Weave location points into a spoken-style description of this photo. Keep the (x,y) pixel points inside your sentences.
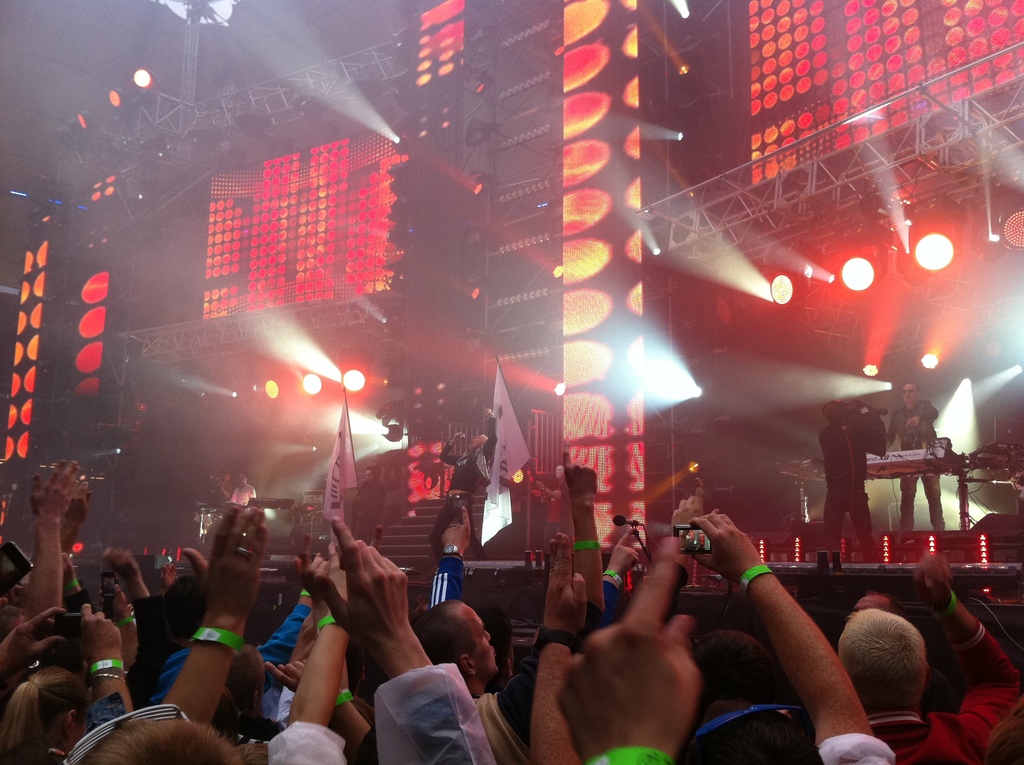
In the picture we can see a musical event with some people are playing musical instruments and near to them, we can see many people (343,596) are raising their hands (355,604) and holding flags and capturing the pictures in the mobile phone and in the background (190,104) we can see many lights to the stands (172,96) and focus lights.
